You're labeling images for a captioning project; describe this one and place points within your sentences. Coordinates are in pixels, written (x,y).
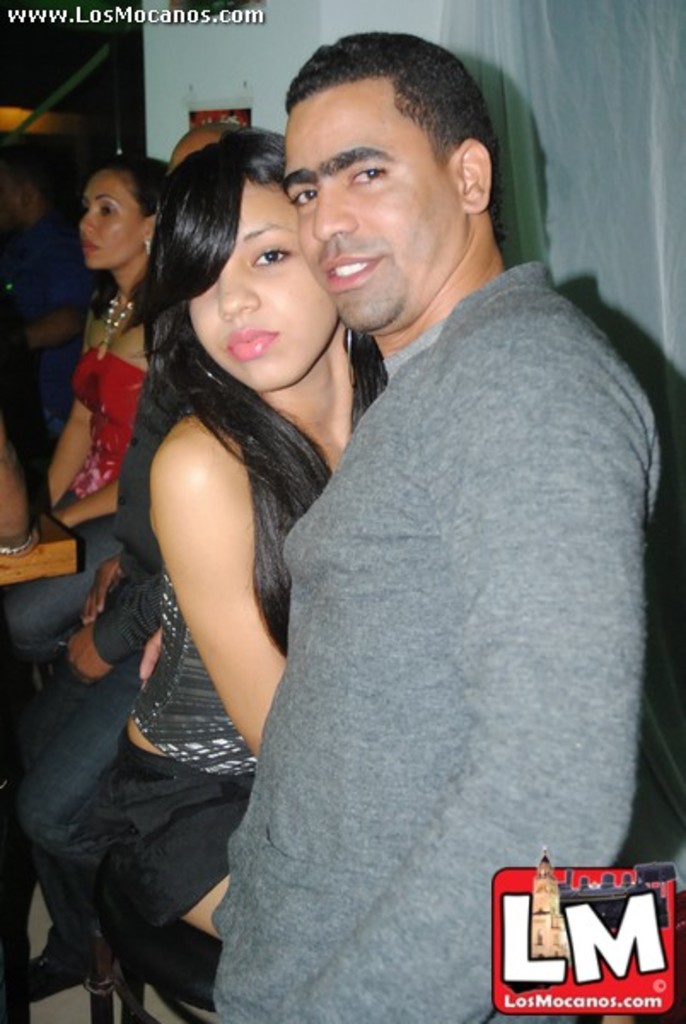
In this image we can see a group of people (311,472). On the backside (569,163) we can see a curtain (569,248) and a wall (182,121).
